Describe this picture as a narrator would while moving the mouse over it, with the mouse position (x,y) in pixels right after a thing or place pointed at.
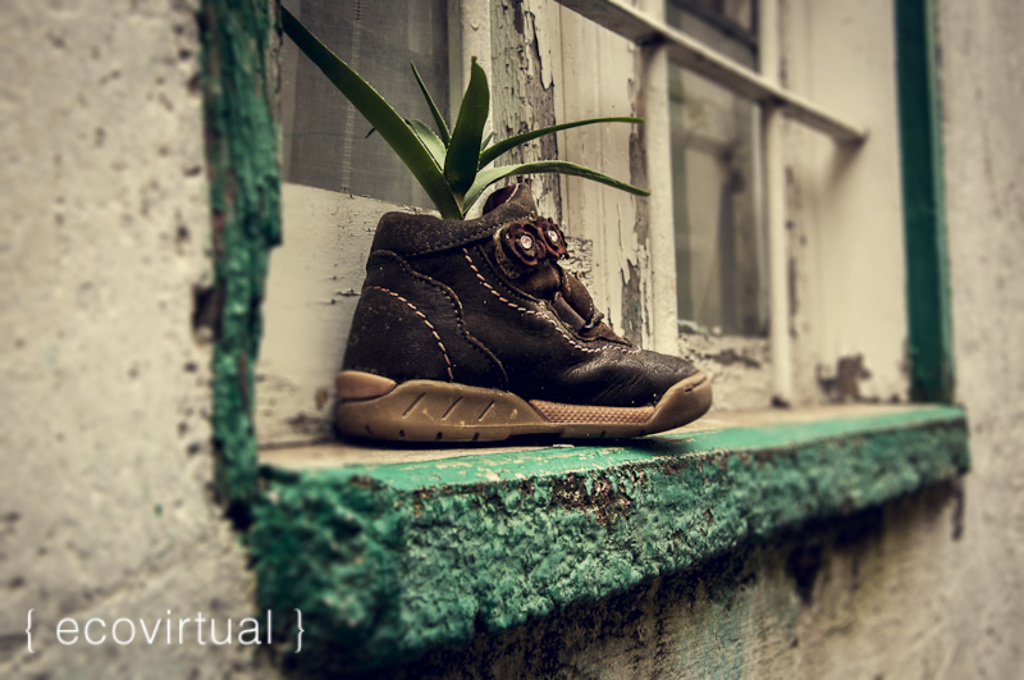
In this picture in the front (485,369) there is a shoe (506,335) and in the shoe (439,235) there is a plant (442,178) which is on the platform (345,449) and there is a wall (186,469) and there is some text (149,627) written on the bottom left of the image (169,627).
